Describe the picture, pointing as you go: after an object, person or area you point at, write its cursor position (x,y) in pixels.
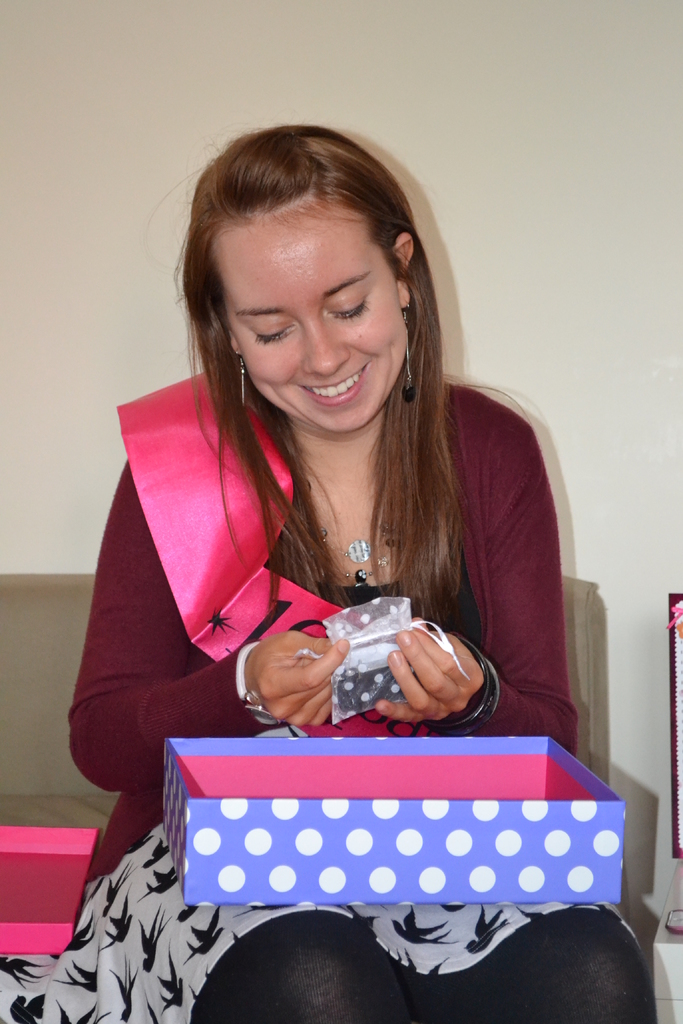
In this image we can see a woman (401,914) sitting holding a cover (372,677) and a cardboard box (358,744). On the backside (581,723) we can see a couch (601,728) and a wall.
